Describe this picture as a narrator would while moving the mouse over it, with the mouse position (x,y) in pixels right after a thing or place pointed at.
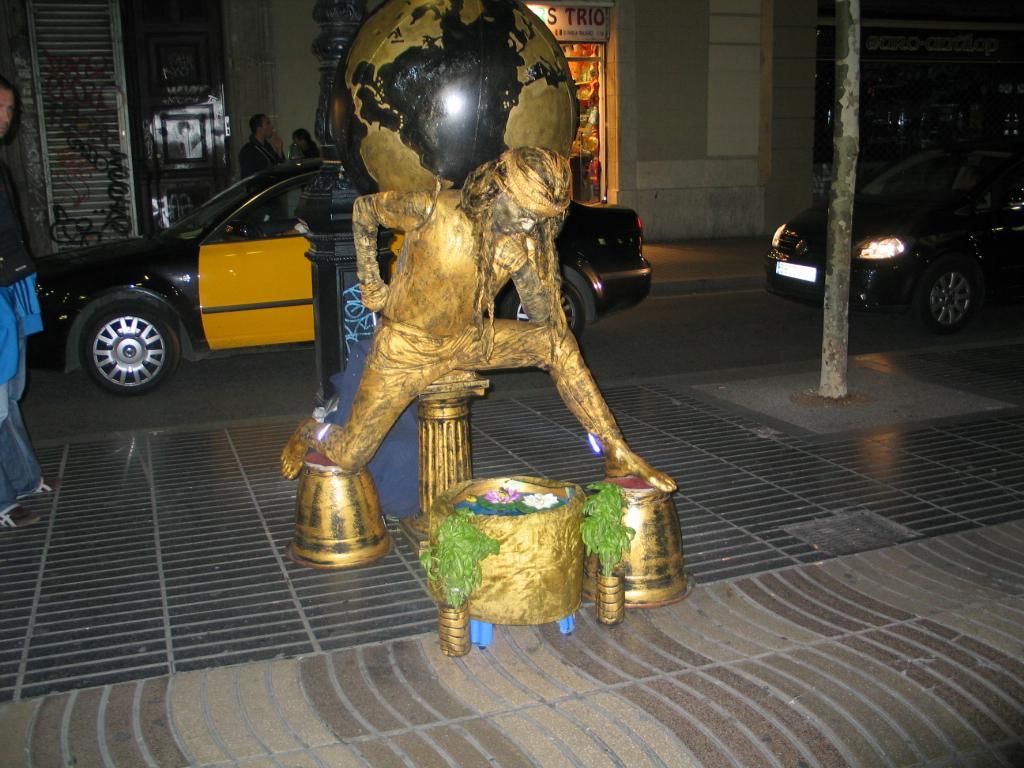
In the center of the image (432,443) a statue (502,356) is there. In the background of the image (574,236) we can see some vehicles (63,291), some persons (241,167), door (155,223), wall (716,134), store (592,161), pole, lights (797,231). At the bottom of the image (742,669) we can see the ground (784,692).
